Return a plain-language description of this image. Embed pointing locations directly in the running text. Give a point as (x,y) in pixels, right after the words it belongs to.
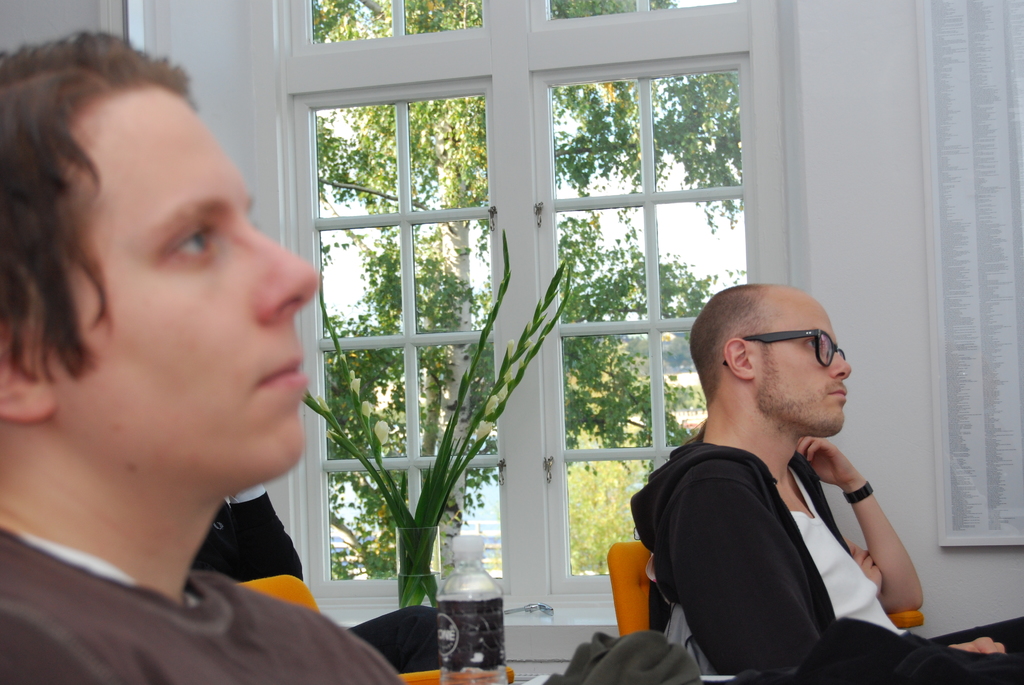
In this picture there are people (795,583) sitting on chairs (440,683) and we can see bottle (452,674), plant (422,523) in a glass (404,582), glass windows (386,562), poster (940,214) and wall (873,283), through these glass windows (614,446) we can see trees (417,282) and sky (739,231).
